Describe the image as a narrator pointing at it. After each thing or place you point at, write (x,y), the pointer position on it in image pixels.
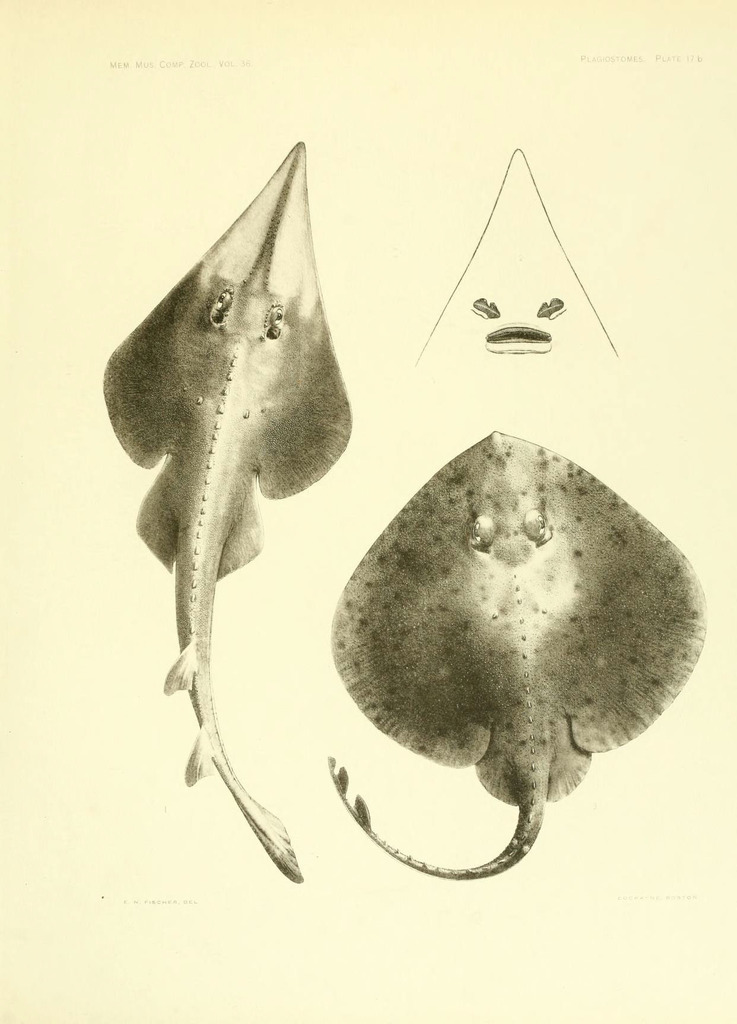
In this picture we can see sketches (451,651) of water species (399,573).
